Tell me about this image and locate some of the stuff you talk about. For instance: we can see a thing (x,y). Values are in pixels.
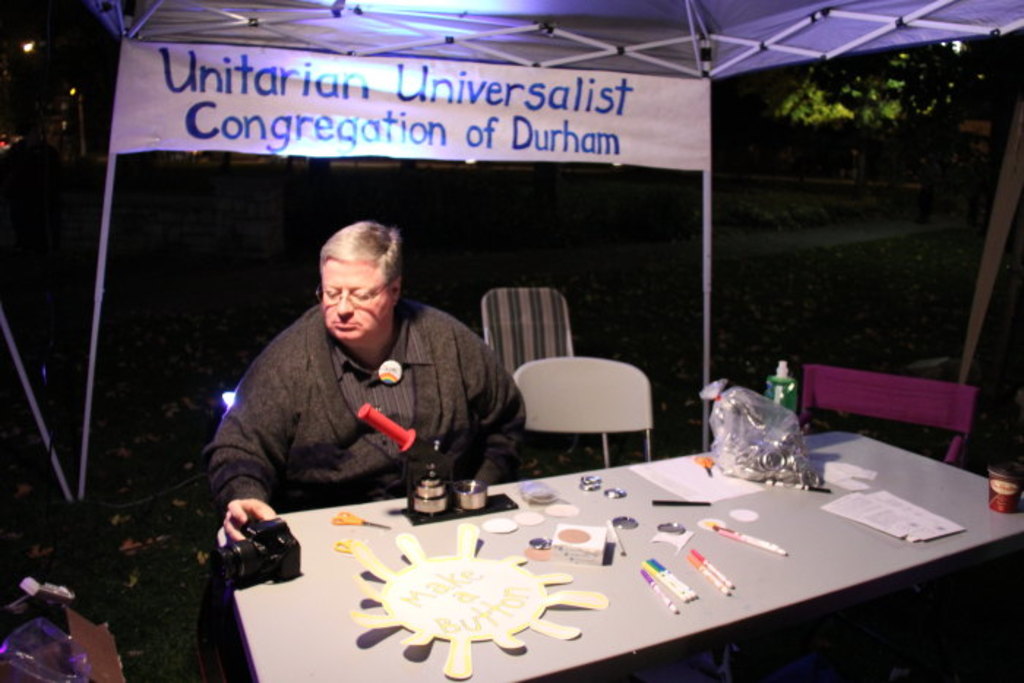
There is a man (418,364) sitting in the foreground area of the image (466,355), by holding a camera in his hand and there are some objects (412,563) on the table (684,552) in front of him. There are trees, lamps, flex (492,89) and a roof (755,66) in the background (305,117).
